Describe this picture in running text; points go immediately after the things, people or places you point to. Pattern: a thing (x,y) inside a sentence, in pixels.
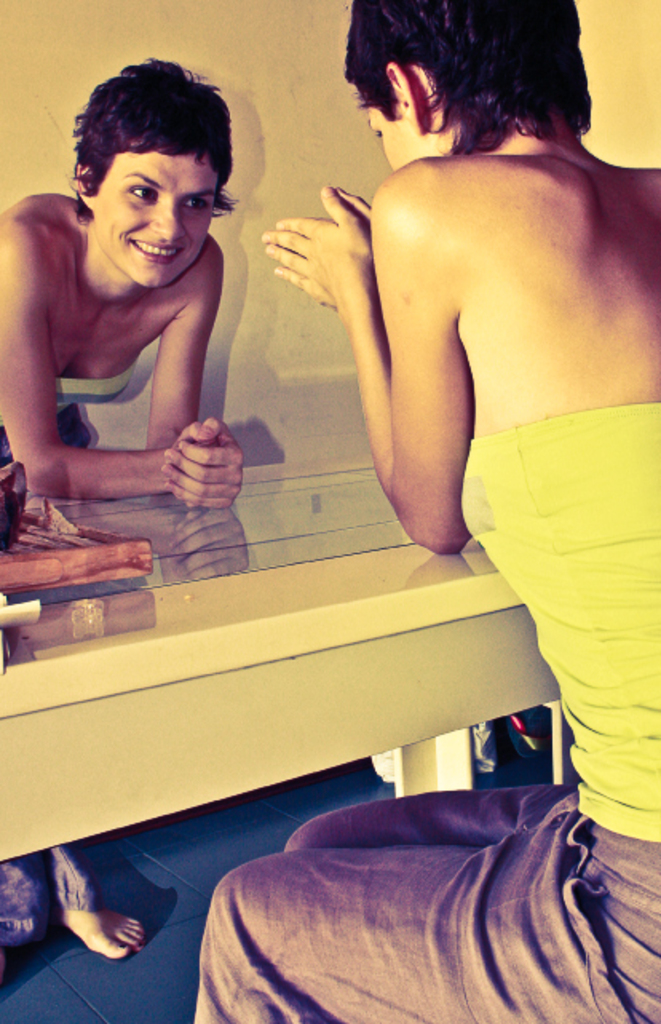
There are two persons (350,327) and this person (581,744) sitting. we can see table (102,665) on the floor (152,932). On the background (199,28) we can see wall (139,44).
